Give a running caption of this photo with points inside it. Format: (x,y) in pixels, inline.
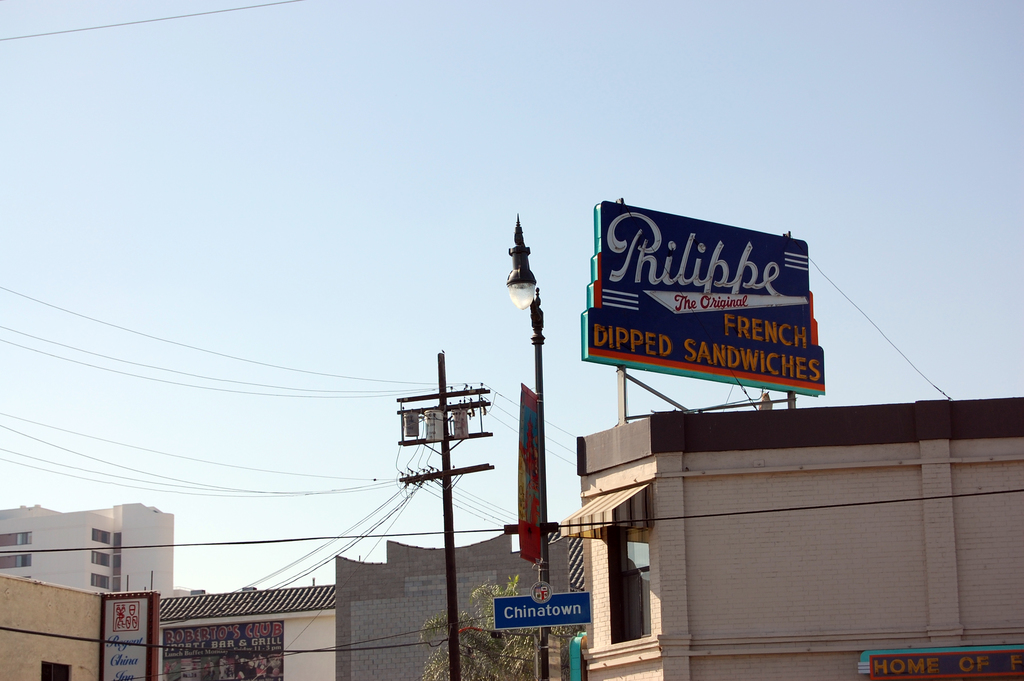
There is a hoarding (777,323) on the top of the building (965,622) which is having a hoarding (972,652) and glass windows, near a pole (549,678) which is having banner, signboard (504,610) and a light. In the background (403,612), there is a tree (483,661), there are buildings (151,555) and there is sky (237,69).
